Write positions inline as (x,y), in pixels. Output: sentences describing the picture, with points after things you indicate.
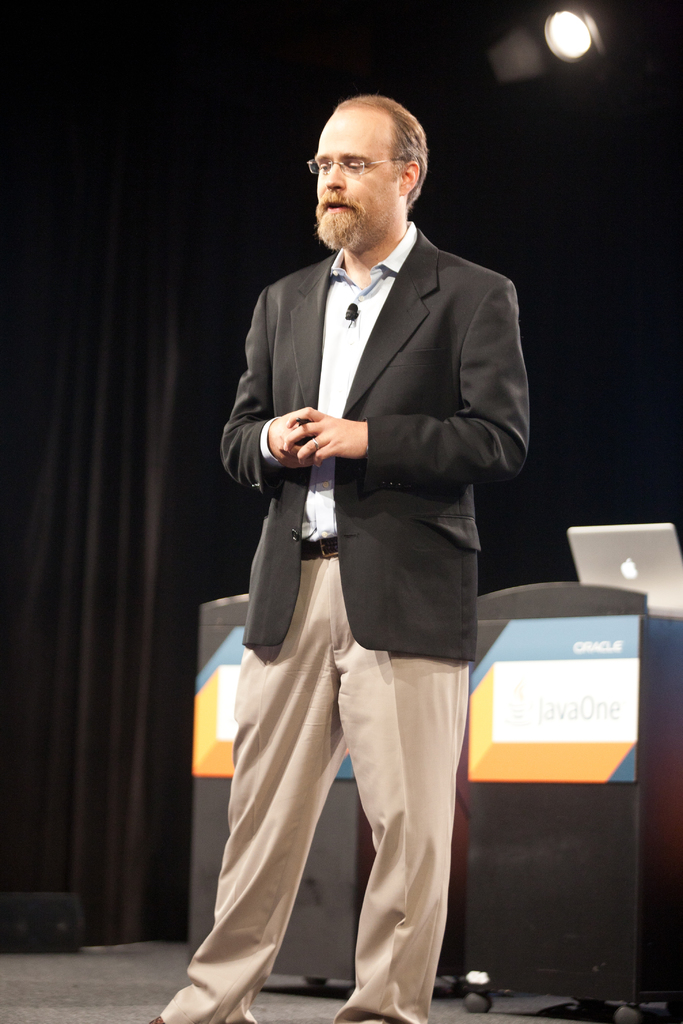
In the middle of the image (441,503) a man (441,503) is standing. Behind him there are some podiums (632,596), on the podium (521,596) there is a laptop (666,539). Behind the podium (672,891) there is a cloth (1,344). At the top of the image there is light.
